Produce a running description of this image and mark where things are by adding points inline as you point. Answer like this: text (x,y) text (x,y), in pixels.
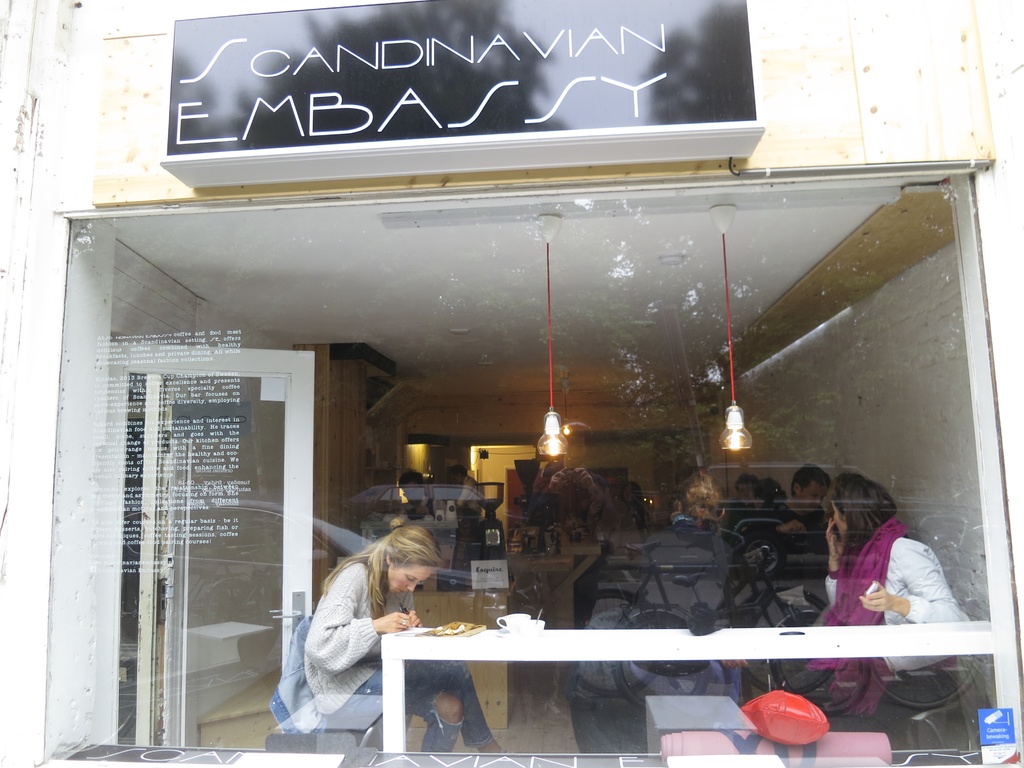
Through this glass window (862,473) we can see people (849,589), lights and table (892,641). On this table (911,639) there is a food (464,623) and objects (528,620). These two people (892,572) are sitting on chairs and holding objects (867,593). On this wall (855,117) there is a board (617,96).
